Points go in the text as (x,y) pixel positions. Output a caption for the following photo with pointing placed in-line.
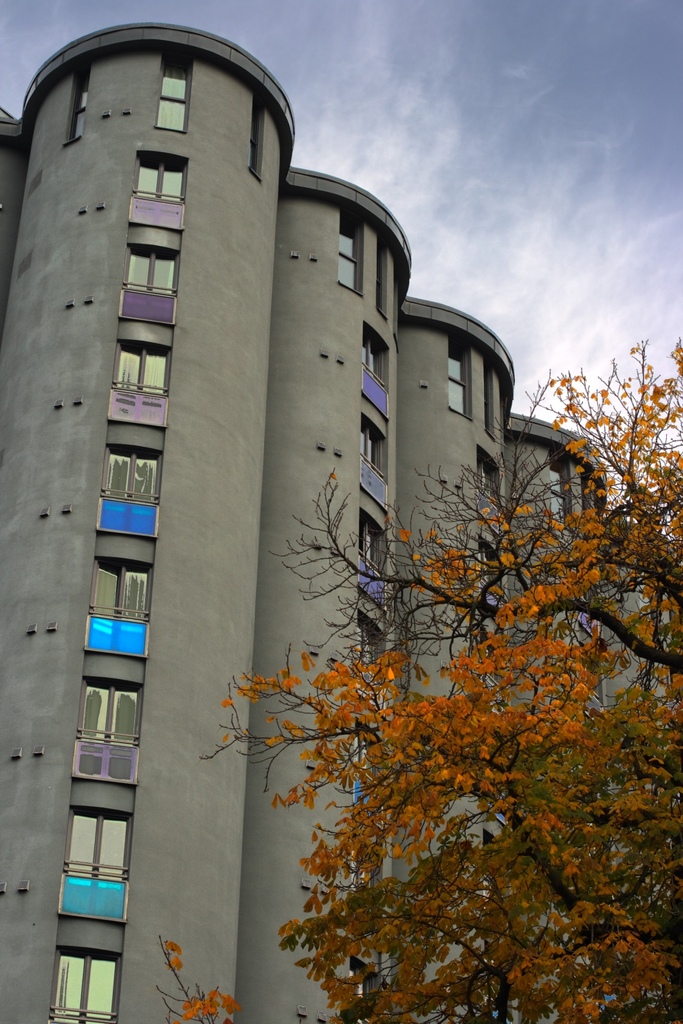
In the picture we can see some tall buildings (316,1011) with cylindrical shape and windows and glasses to it and besides we can see a tree (526,743) with orange color leaves (521,736) to it and behind the buildings (395,386) we can see a sky (617,81) with clouds (488,322).
